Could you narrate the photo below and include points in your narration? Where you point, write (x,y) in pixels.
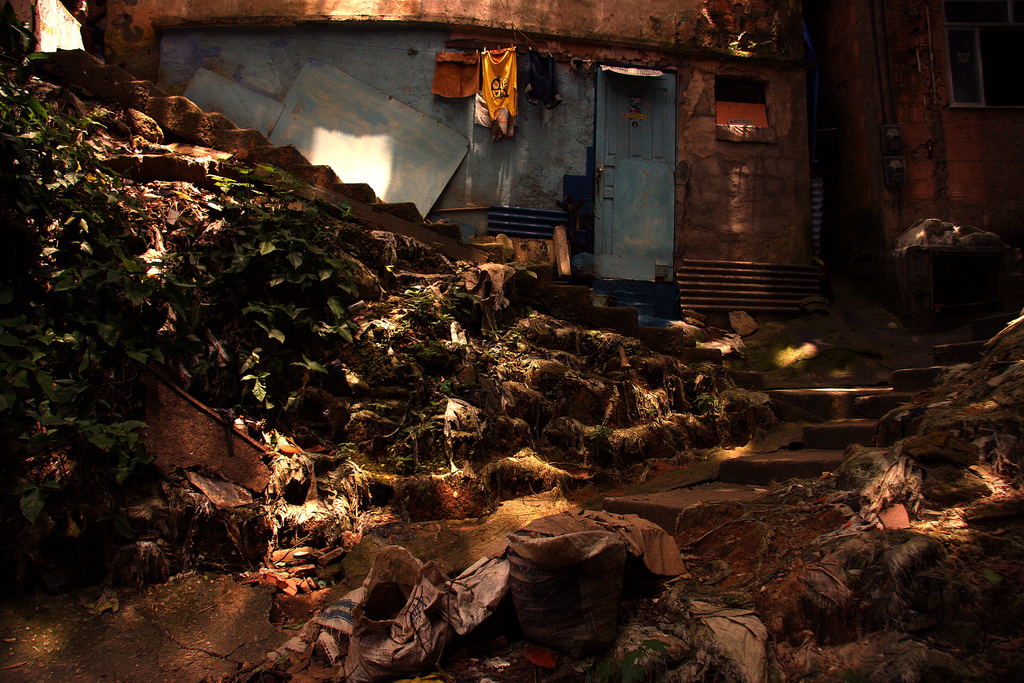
The picture is clicked on the street (890,366) outside a house (787,262). In the foreground of the picture (741,404) there are plants (88,298) and waste materials (992,613). In the center of the picture (545,239) there is a house (549,122). In the center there are clothes (512,74). On the right (907,181) there is a building (921,153).
